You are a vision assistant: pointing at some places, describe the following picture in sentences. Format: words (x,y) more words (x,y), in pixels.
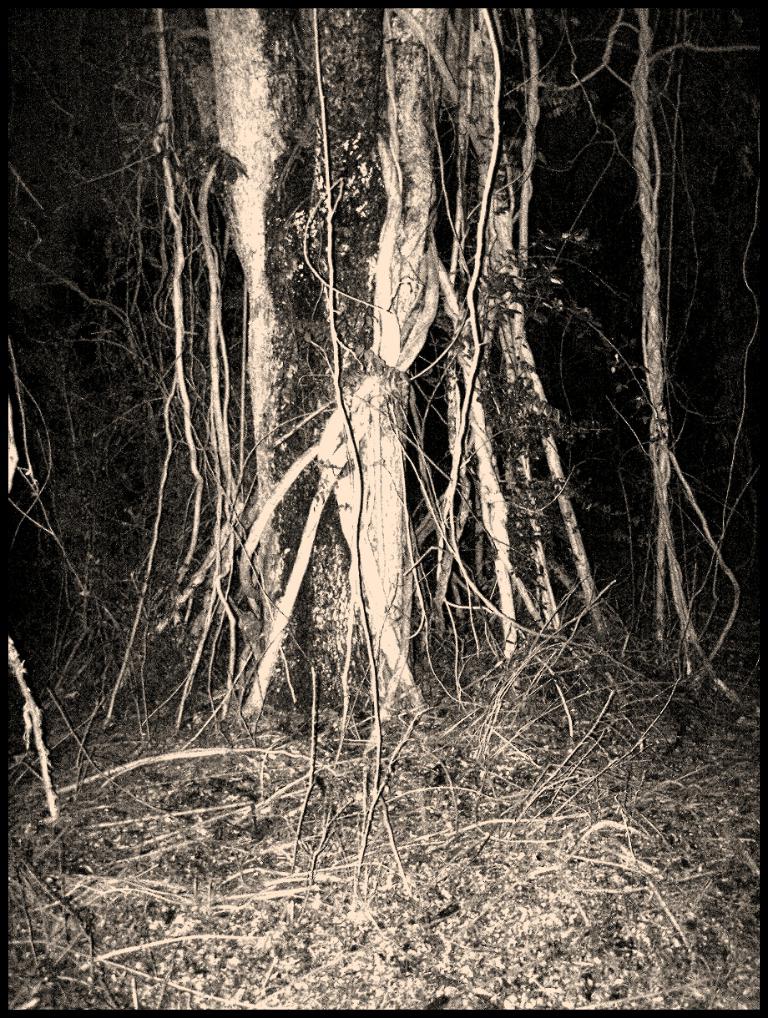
The image is taken during night time. In this image we can see a tree (303,216). At the bottom (304,812) there are twigs (363,830). The background (688,363) is dark.
